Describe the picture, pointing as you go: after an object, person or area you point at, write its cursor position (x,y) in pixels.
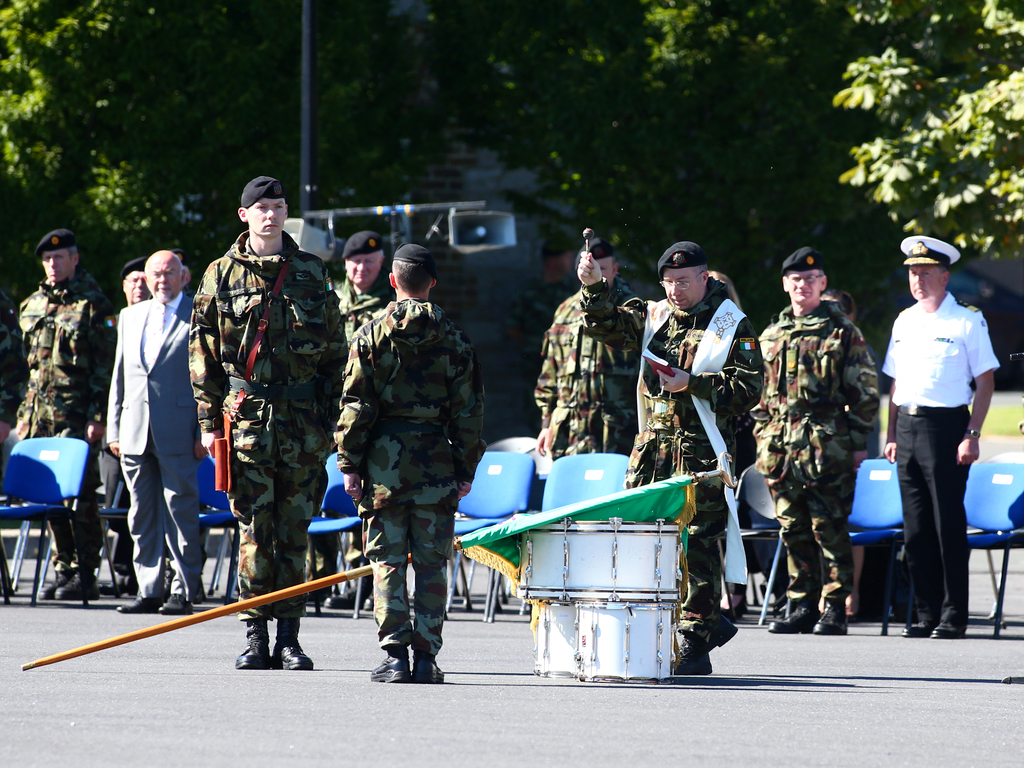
In this image I can see the group of people (397,475) standing on the road (519,673). I can see the drums (568,624) and flag (529,527) in-front of these people (440,515). I can see these people (388,468) with uniforms (463,416) and one person (150,426) wearing the blazer (130,413). In the background (336,257) I can see the pole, sound box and many trees (359,141).
